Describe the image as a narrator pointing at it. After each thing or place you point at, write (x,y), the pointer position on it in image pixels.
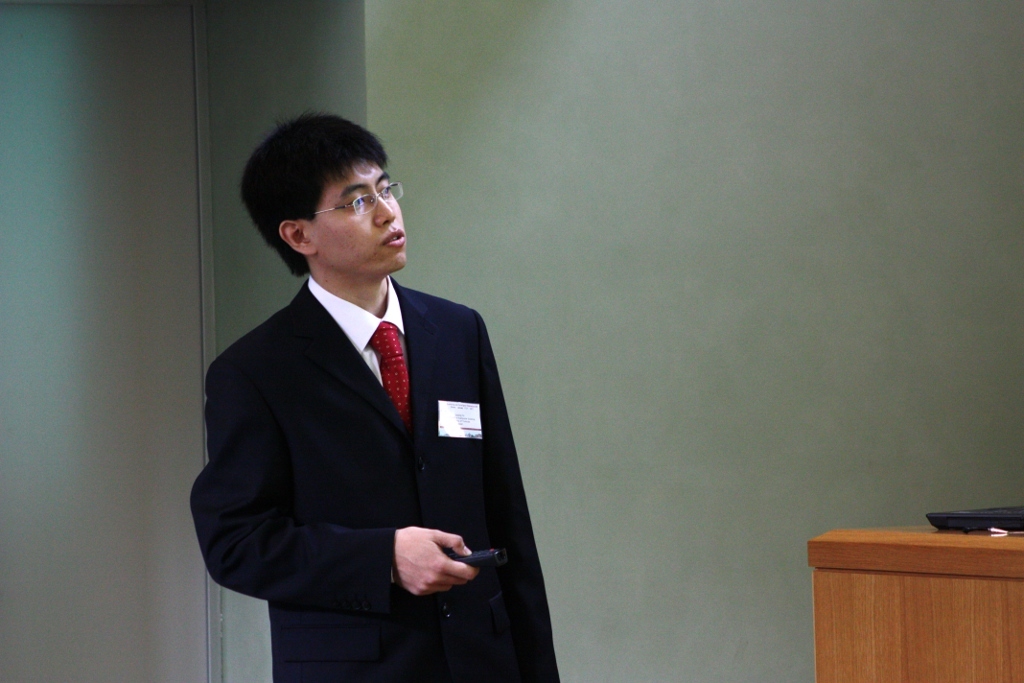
In this image I can see a person (394,419) standing and wearing black coat (353,407) and red tie (394,377) and he is holding something. I can see a brown table (919,579). The wall (785,305) is in green and grey color.
